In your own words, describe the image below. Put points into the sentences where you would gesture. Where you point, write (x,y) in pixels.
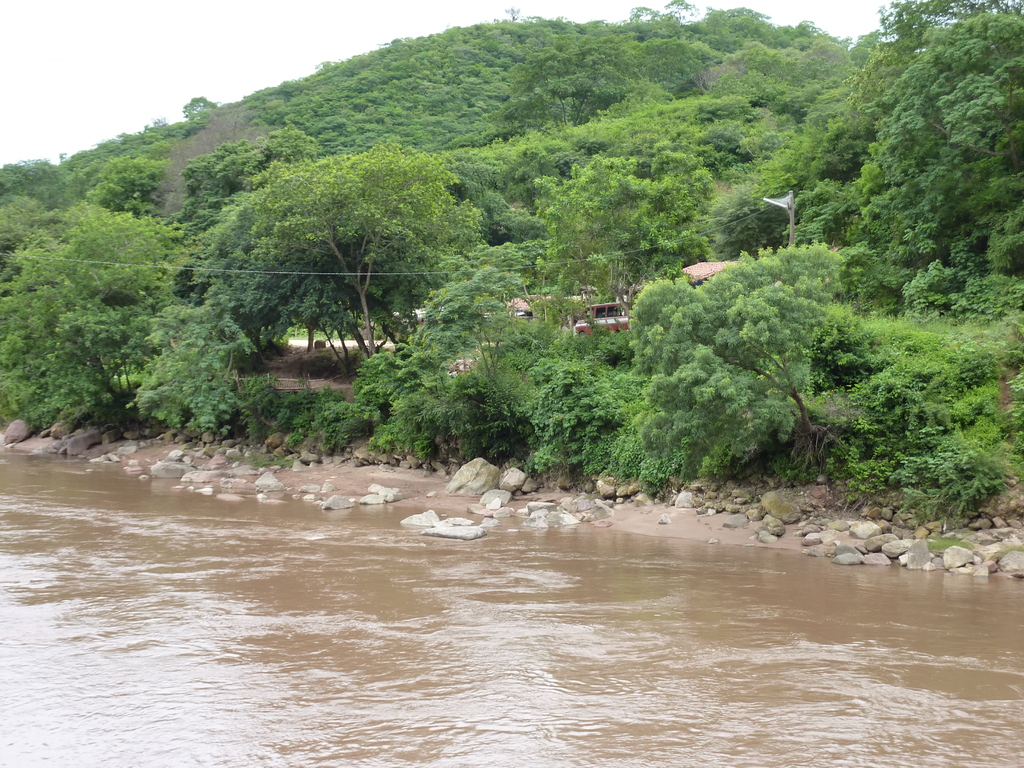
In this image there is a water (433,583). Beside water (439,640), There is a tree (383,158) and an object (610,316). And there is a pole (792,217) to that pole (787,198) there are wires (580,261). And at the top (307,29) there is a sky (603,17).
